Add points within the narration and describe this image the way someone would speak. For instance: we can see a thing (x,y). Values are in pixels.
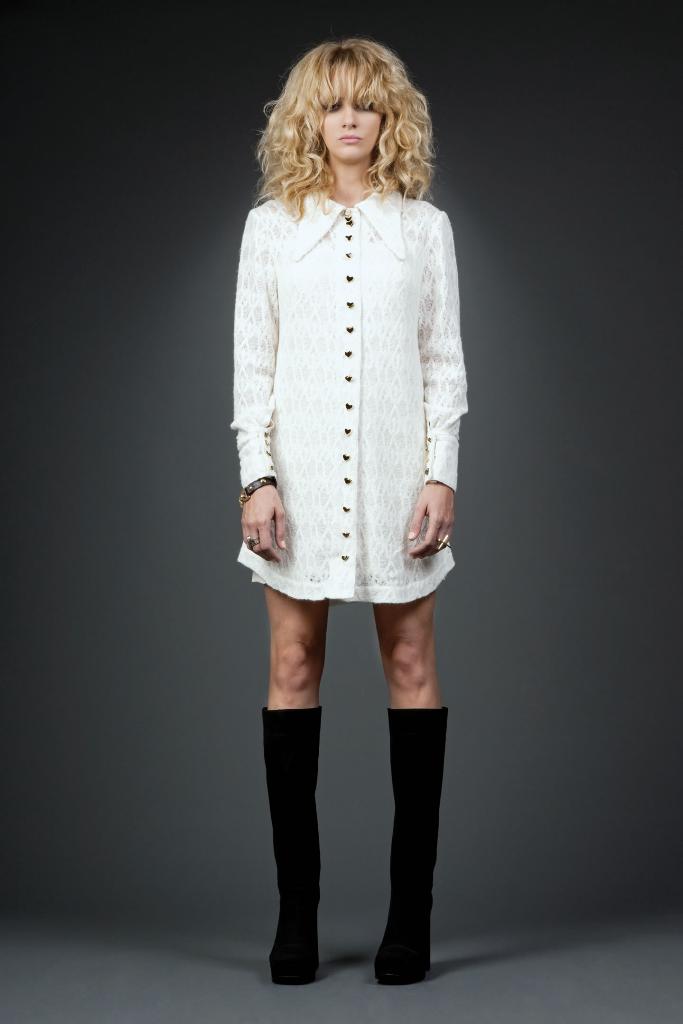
In this image we can see a lady (429,853), and the background (663,631) is gray in color.
